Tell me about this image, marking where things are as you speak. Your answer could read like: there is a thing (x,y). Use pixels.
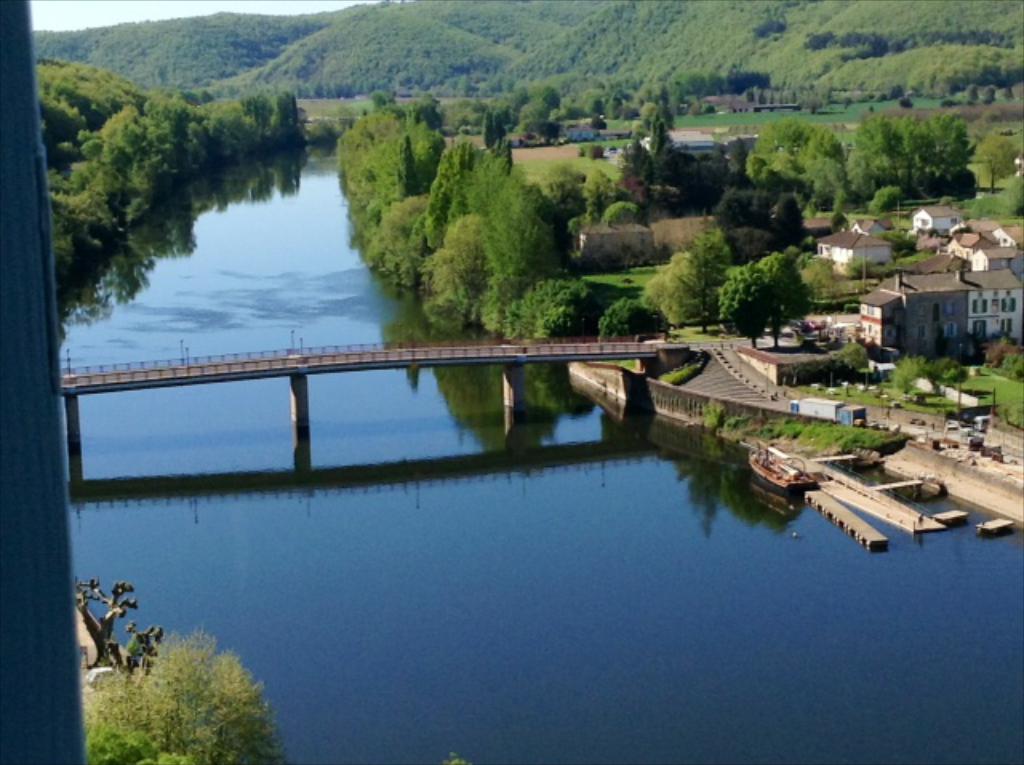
In this image we can see a bridge (237,375) on the water (296,471). Behind the bridge (541,341) there are groups of trees (529,332). On the right side (826,240), we can see the houses (845,257), grass (895,401), plants (990,359) and the trees (780,308). At the top (524,78) we can see the sky (187,7) and a group of trees (308,63) on the hills (398,70).
